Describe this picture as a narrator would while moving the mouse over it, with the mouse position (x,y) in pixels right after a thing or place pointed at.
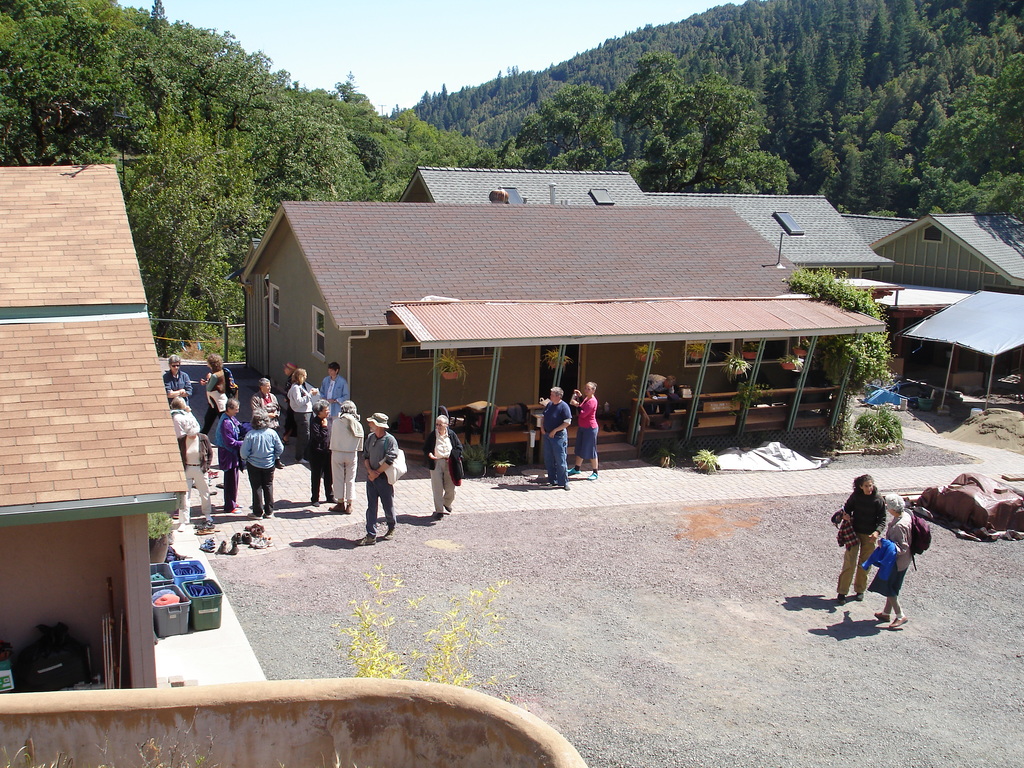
In this image there are group of people (381,485) standing on the ground (500,574). Beside them there are houses (720,291). In the background (603,69) there are hills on which there are tree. At the top (350,30) there is the sky (330,28). On the left side (206,610) bottom there are boxes (186,591) kept on the floor (189,633). Beside the house (100,663) there is a bag (44,650) and there are few sticks (112,641).
